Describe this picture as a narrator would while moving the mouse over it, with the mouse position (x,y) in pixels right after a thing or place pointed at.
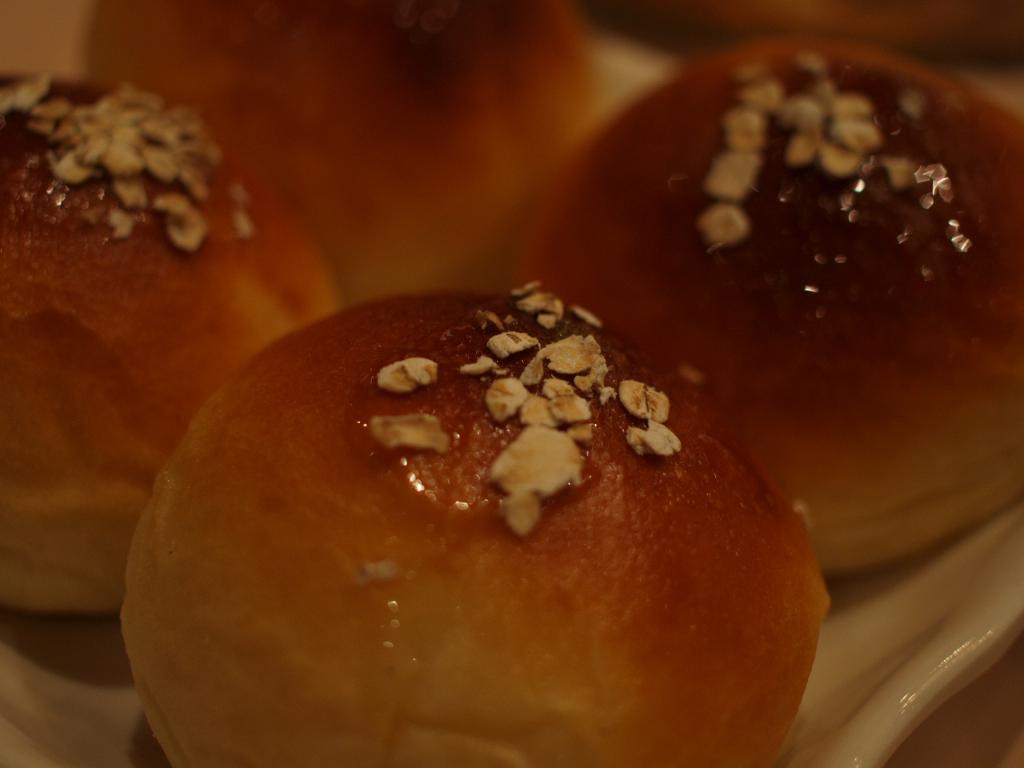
In this image we can see food (595,506) placed in tray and topped with oats (529,514).
